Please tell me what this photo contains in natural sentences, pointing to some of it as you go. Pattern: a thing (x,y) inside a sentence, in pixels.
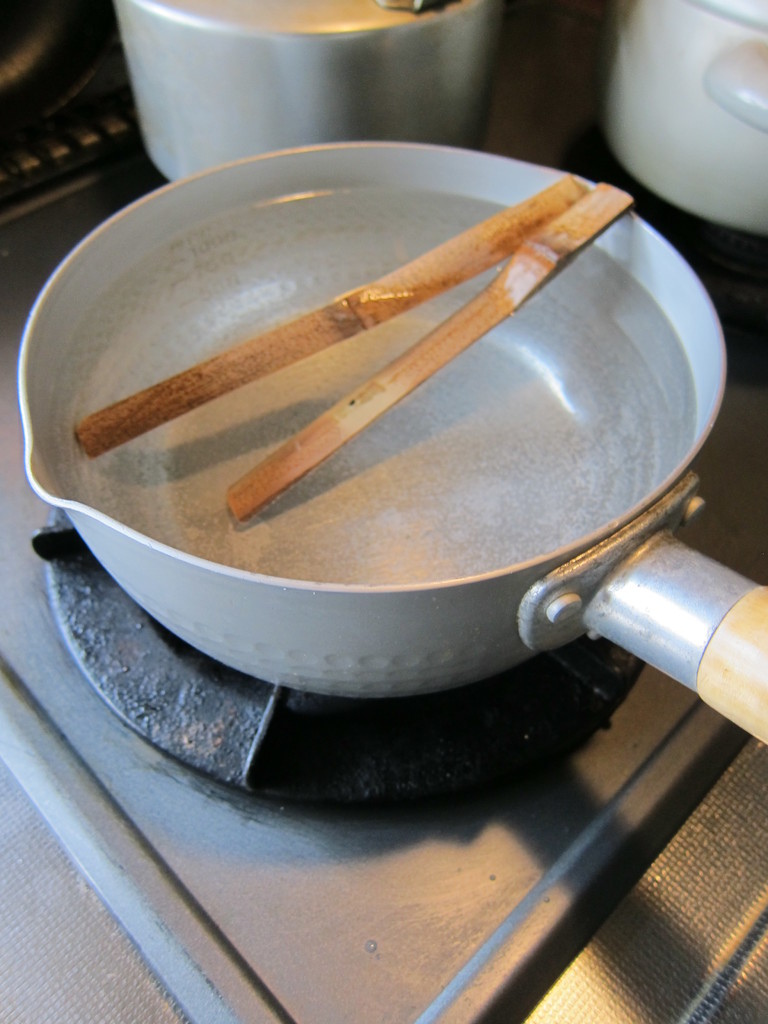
In this picture I can see a vessel (477,547) with the water (457,497) on the stove (259,745). There are sticks (176,382) in it.
